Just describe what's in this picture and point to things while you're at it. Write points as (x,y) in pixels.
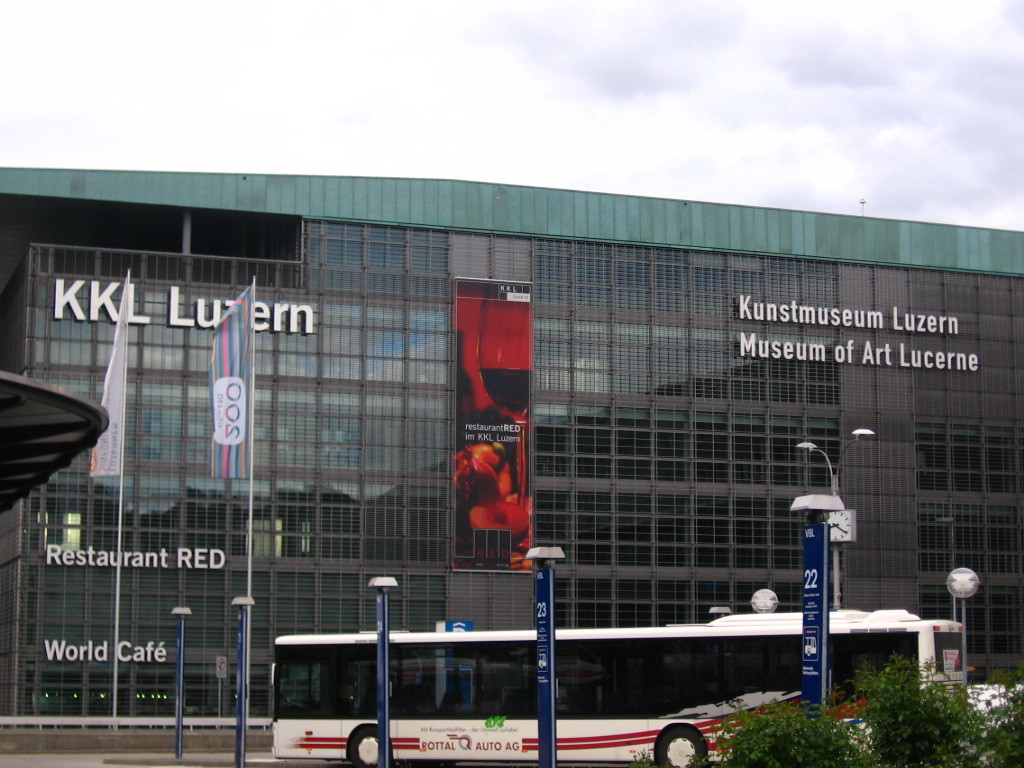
In this image we can see a building (450,519), on the building (383,374) we can see a board (473,449) and some text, there are some flags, trees (870,680), poles (818,698), lights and a vehicle (697,728), in the background (658,84) we can see the sky (226,25) with clouds (636,11).
